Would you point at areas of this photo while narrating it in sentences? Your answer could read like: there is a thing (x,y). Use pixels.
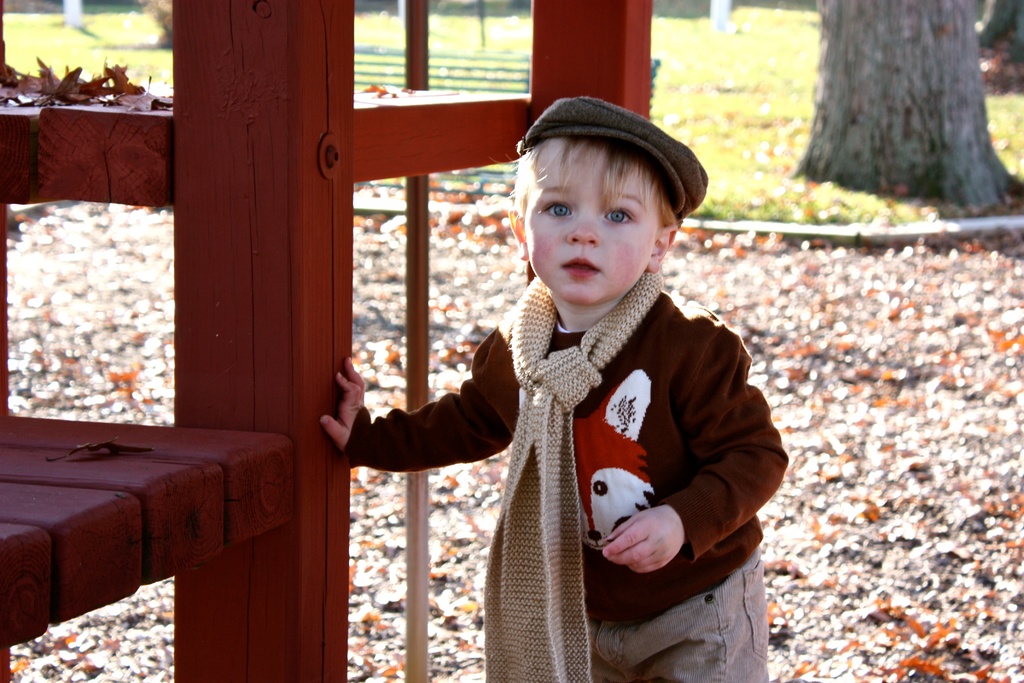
In this picture we can see a boy (504,412) wore a cap (571,133), scarf (561,430) and beside this boy (628,195) we can see a wooden object (178,235) and in the background (971,302) we can see dried leaves (696,294) on the ground (807,301), grass (701,111), bench (360,64), tree trunk (859,43) and some objects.
